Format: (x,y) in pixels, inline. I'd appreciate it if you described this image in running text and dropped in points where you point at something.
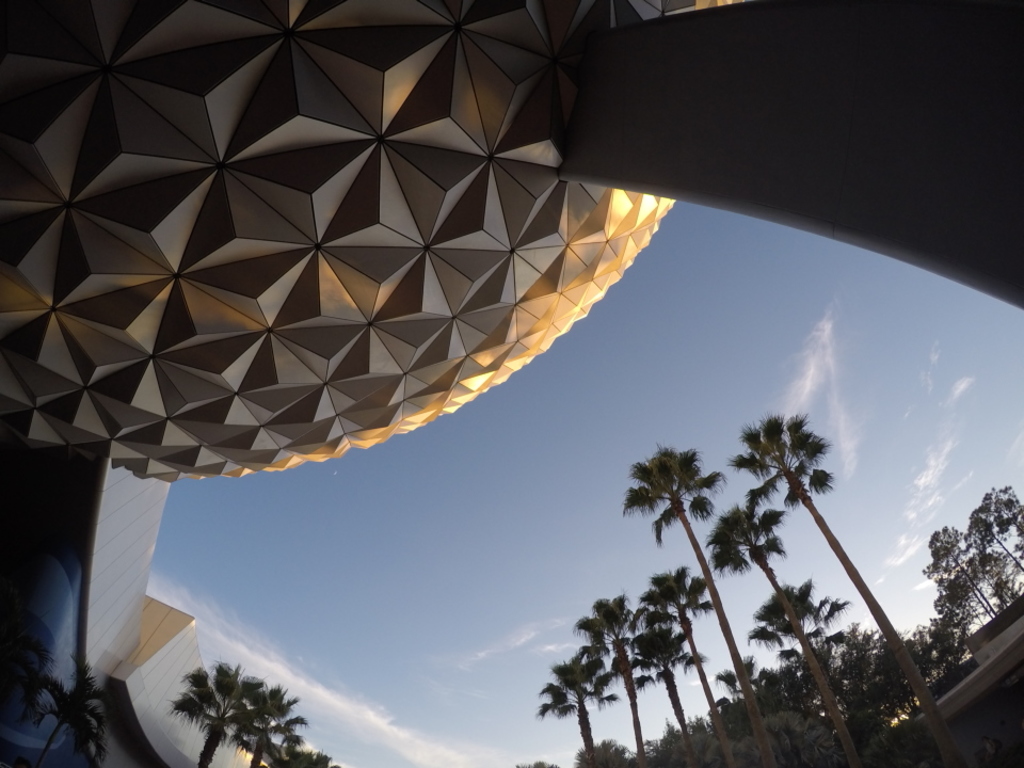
In this image we can see an architecture (451,143) and trees (984,571). In the background (487,544) there is sky (637,558) with clouds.
